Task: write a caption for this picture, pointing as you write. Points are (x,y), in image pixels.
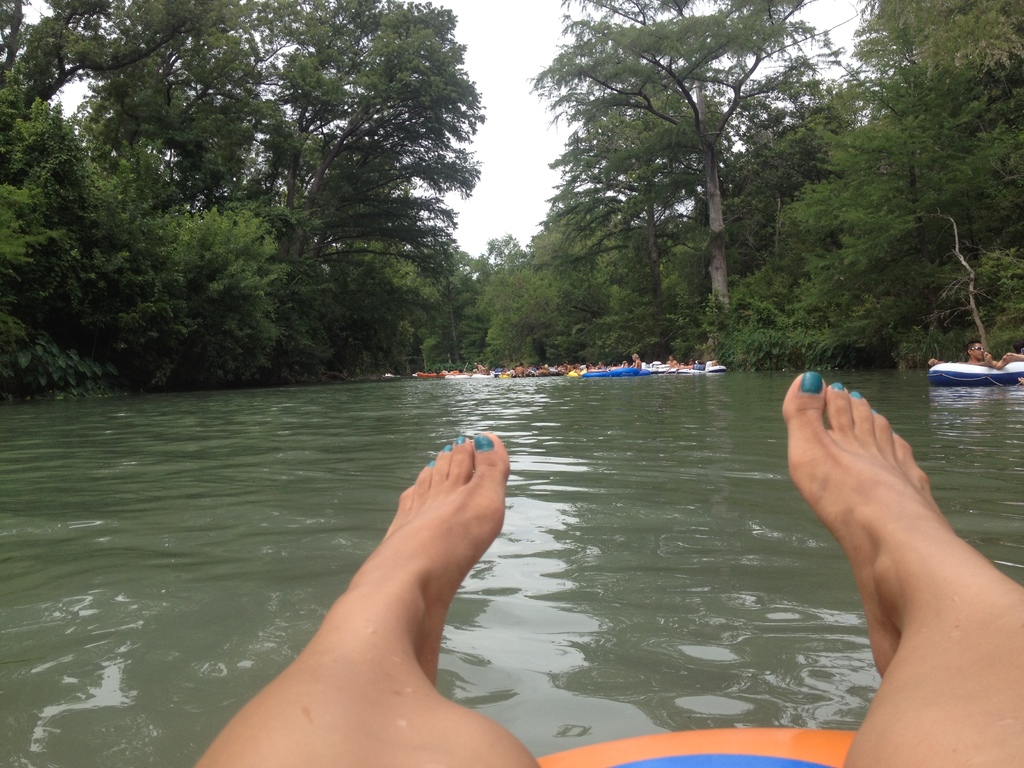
We can see person legs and water (634,496). Far we can see people (978,356) and boats (431,375). In the background (463,267) we can see trees (585,192) and sky (490,15).
